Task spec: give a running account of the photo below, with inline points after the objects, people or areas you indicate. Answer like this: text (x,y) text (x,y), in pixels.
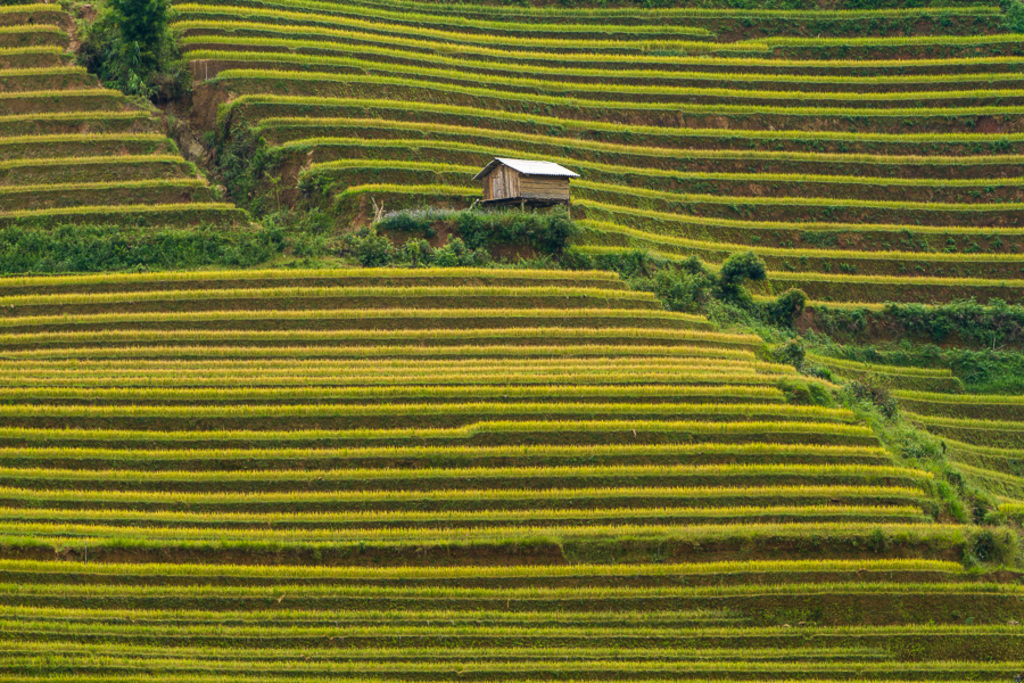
This is the step farming (376,398). I can see small bushes (413,246). This looks like a small wooden house (523,194).
